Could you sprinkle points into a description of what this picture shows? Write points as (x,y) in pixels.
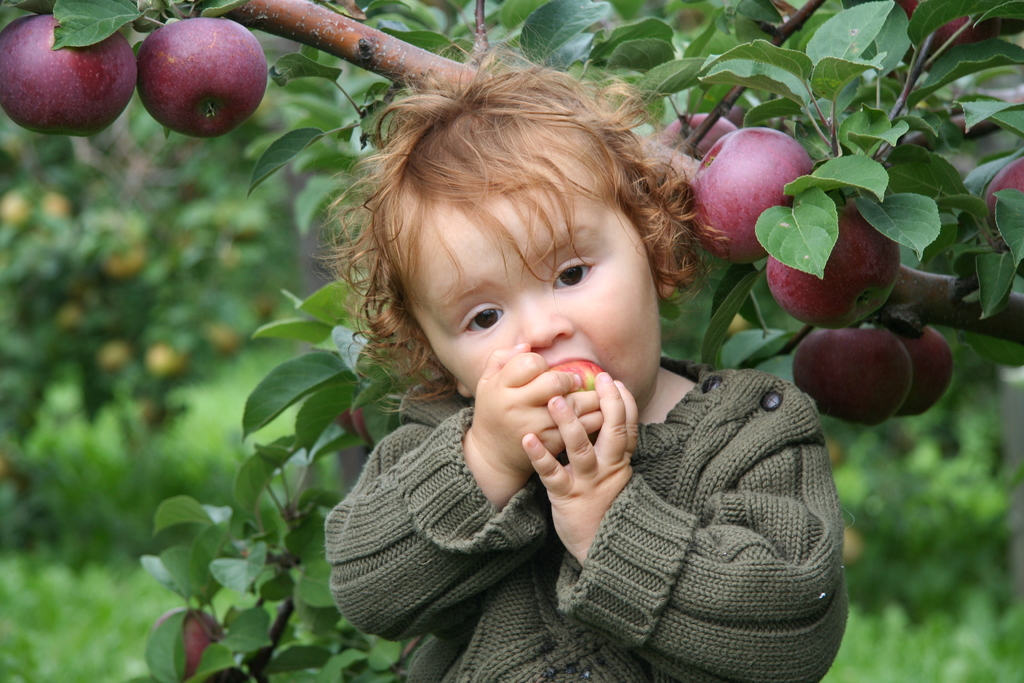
In this image I can see a person (552,452) is eating an apple (573,370). Back I can see few fruits (202,72) and green color leaves (848,31) and it is blurred.
